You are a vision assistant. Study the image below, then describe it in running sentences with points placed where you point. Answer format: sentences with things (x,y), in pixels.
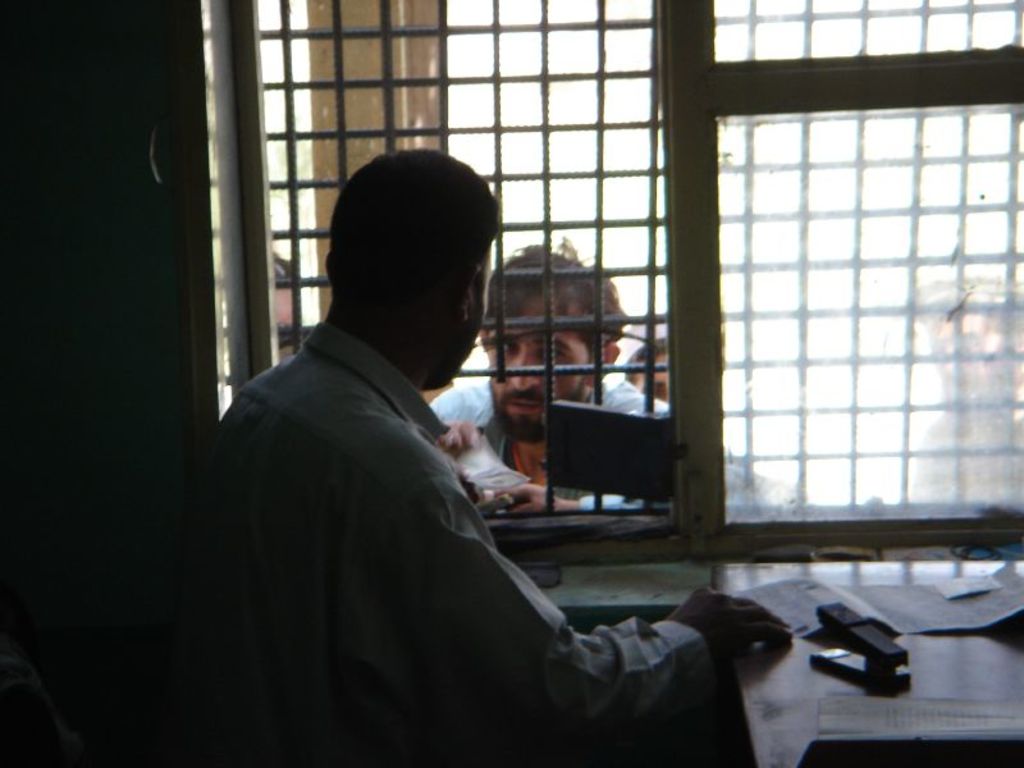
In this image, we can see a person (437,589) standing and there are some papers (889,595) and an object (864,644) on the stand (833,693). In the background (733,224), there is a window (857,328) and through the window (574,370) we can see some other people (511,428) and one of them is holding money (490,462).
